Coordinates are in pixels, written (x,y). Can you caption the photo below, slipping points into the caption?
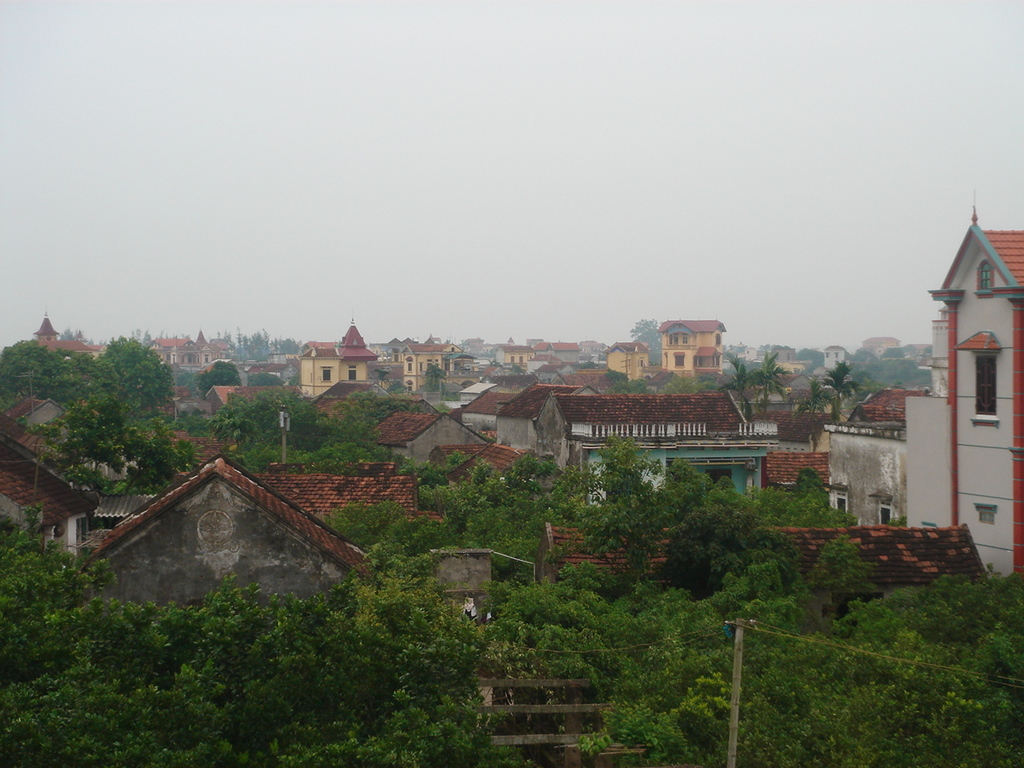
This is an outside view. At the bottom (807,697) there are many trees (164,645) and buildings (794,399). At the top of the image (378,149) I can see the sky (336,149).
